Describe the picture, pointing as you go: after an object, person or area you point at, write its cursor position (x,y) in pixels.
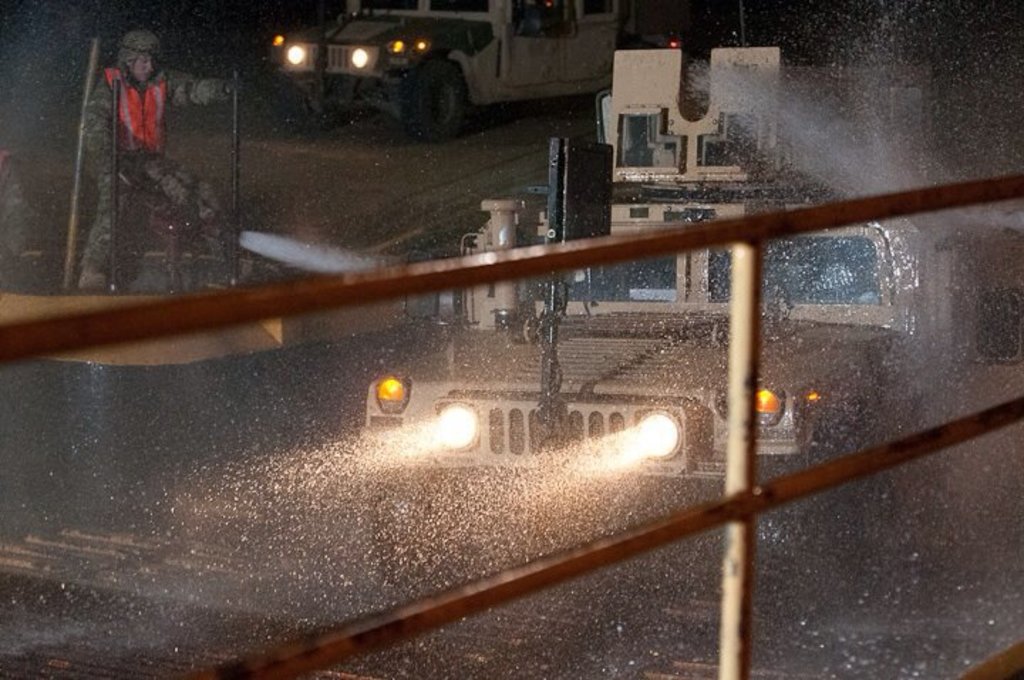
In this picture I can see iron rods (873,459), vehicles (683,411) on the road (879,624), a person (126,79) standing and holding a water pipe (210,215) and doing something.
